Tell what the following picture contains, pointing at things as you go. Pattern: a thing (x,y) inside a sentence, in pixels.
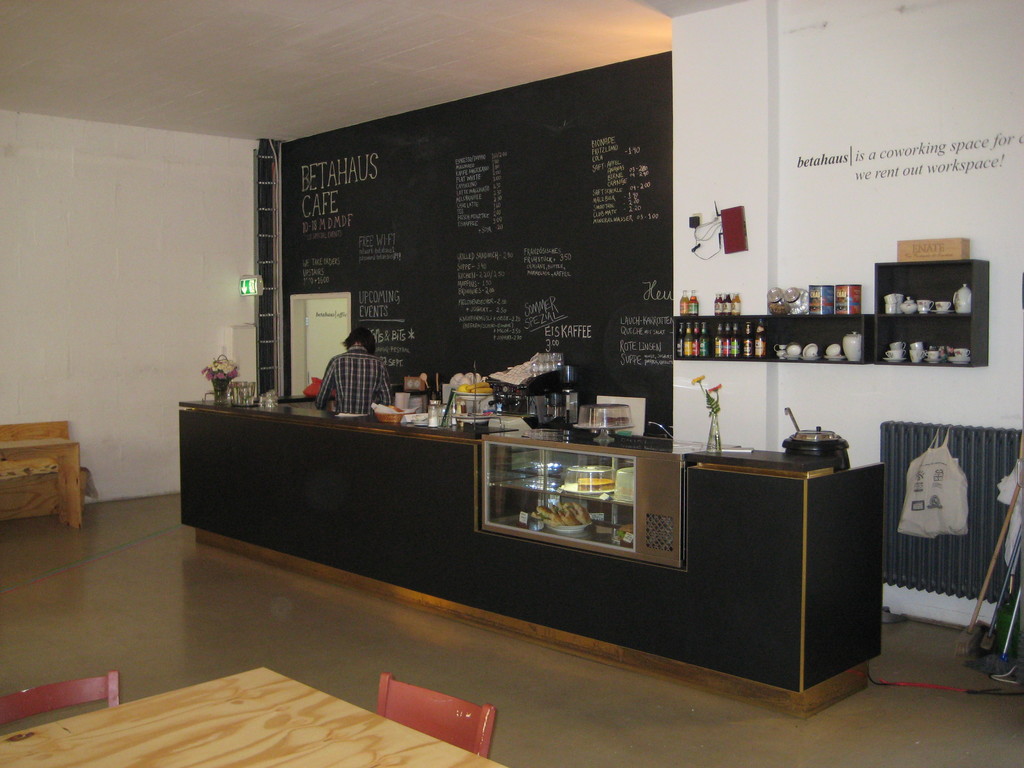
In this picture I can see a table (437,464) which has some objects (485,401) on it. On the right side (950,333) I can see wooden shelf (956,321) which has some objects (854,337) on it. This shelf (884,325) is attached to the wall (952,406). Here I can see a table (207,730) and chairs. In the background (51,493) I can see some wooden objects (35,489) and black color wall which has something written on it.
